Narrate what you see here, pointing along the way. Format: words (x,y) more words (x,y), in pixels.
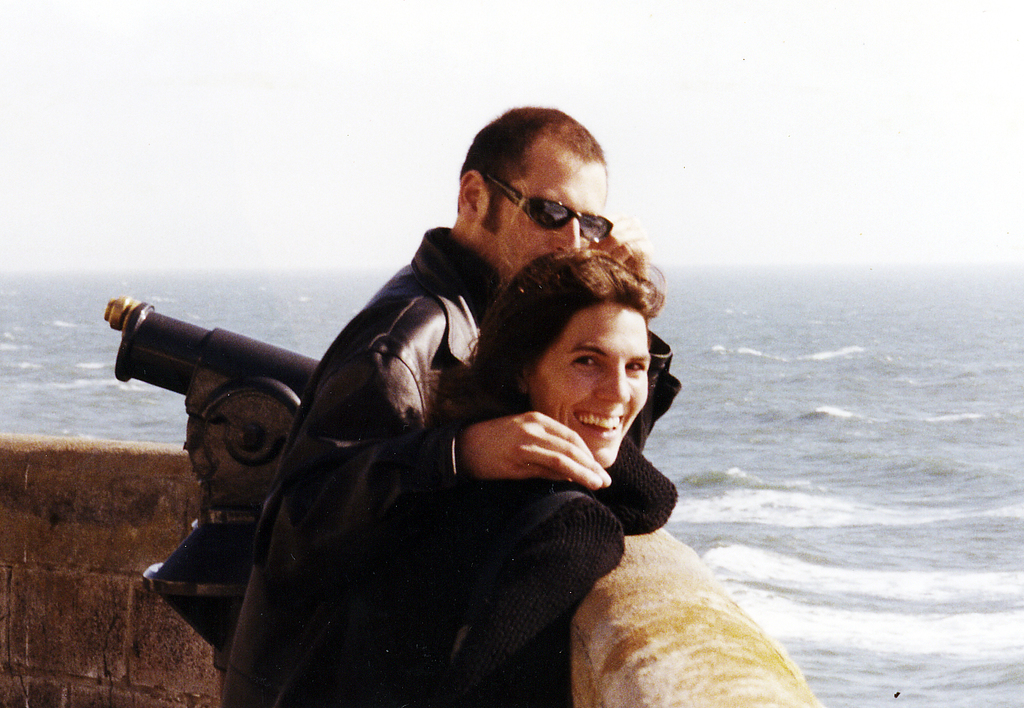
There is one women (513,516) and a man (380,429) is standing in the middle of this image (401,425) is wearing a black color dress (469,483). There is a black color object (232,448) is to the left side of this person's (349,484). There is a boundary wall (159,528) in the background (142,543). There is a sea (748,479) as we can see in the middle of this image (679,319). There is a sky (761,139) at the top of this image (717,128).
